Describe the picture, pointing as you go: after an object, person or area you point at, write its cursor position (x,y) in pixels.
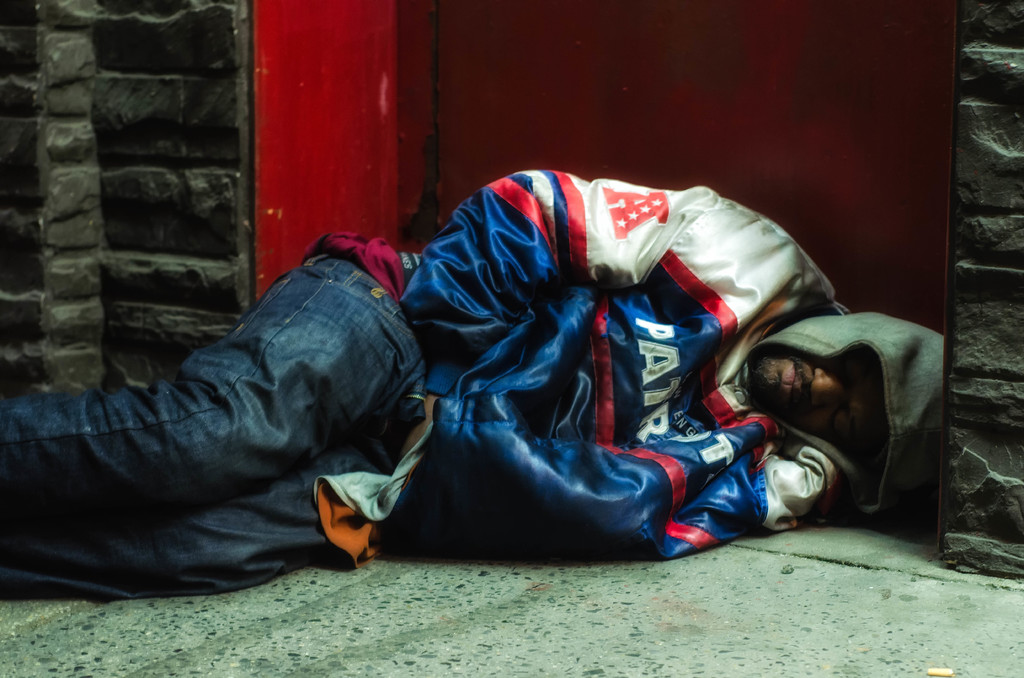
Here in this picture we can see a person (325,441) laying on the ground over there and we can see he is wearing jacket (663,333) on him.
